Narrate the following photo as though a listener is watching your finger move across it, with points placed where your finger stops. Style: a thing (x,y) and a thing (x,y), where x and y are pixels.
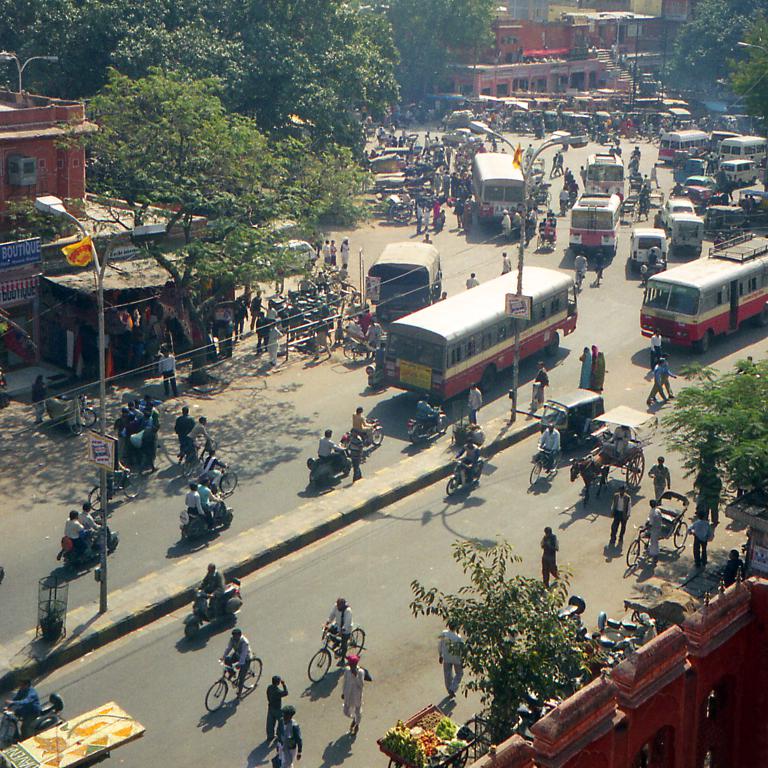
In this picture we can see a few vehicles (431,331) on the road (431,684). There are people (280,680), street lights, poles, some text (24,256) on the boards (24,256), buildings (542,75) and other objects (718,94).
